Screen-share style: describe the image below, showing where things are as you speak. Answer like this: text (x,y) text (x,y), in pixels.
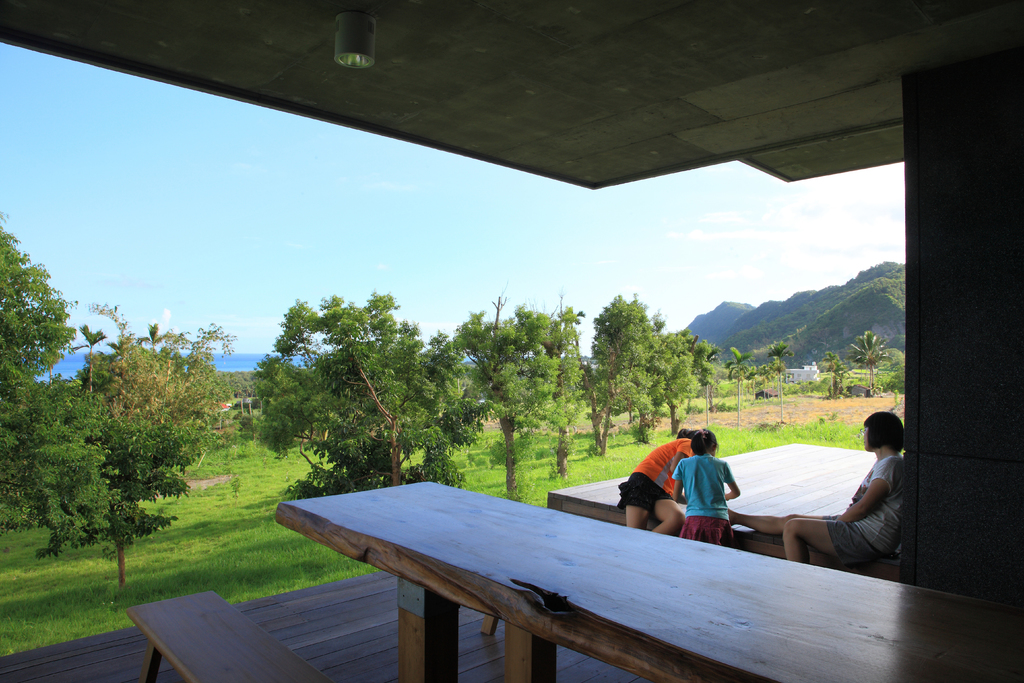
In this picture we can see two girls (638,476) and one woman (893,504) sitting on bench (785,498) and this girl (719,496) is standing and beside to her we can have wooden table (416,586), bench (251,633) and in background (239,343) we can see sky (324,251), trees (266,428), mountains (844,291).
